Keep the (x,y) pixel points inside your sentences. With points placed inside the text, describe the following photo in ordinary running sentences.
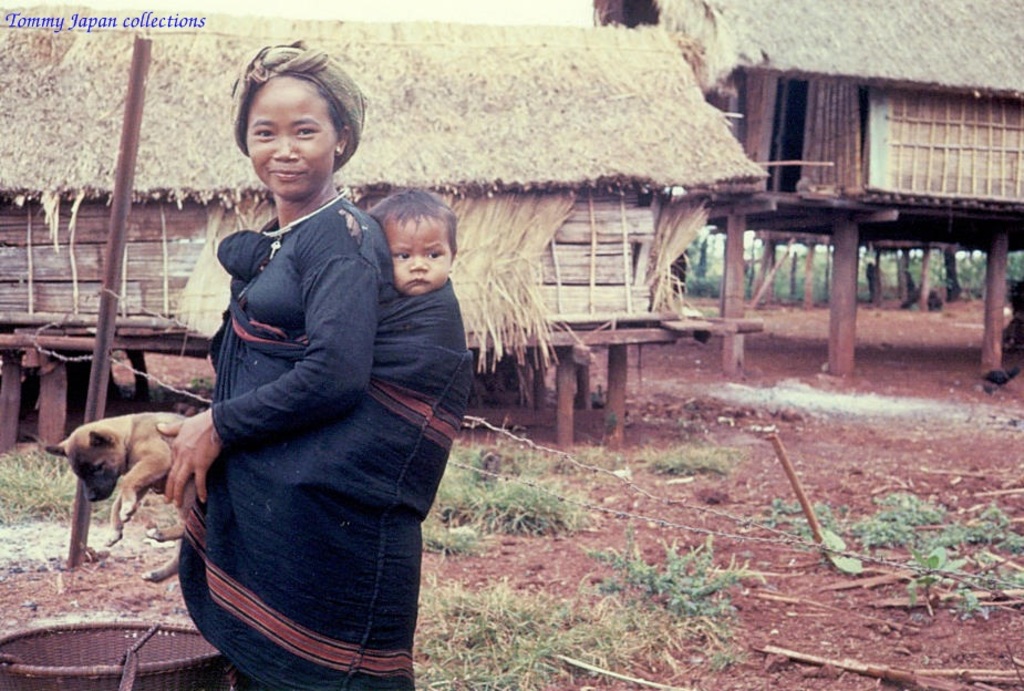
In the image we can see one woman (331,306) she is carrying baby (394,216). And she is smiling and she is holding dog (135,511). Coming to the background (495,98) we can see the hut (577,171).
